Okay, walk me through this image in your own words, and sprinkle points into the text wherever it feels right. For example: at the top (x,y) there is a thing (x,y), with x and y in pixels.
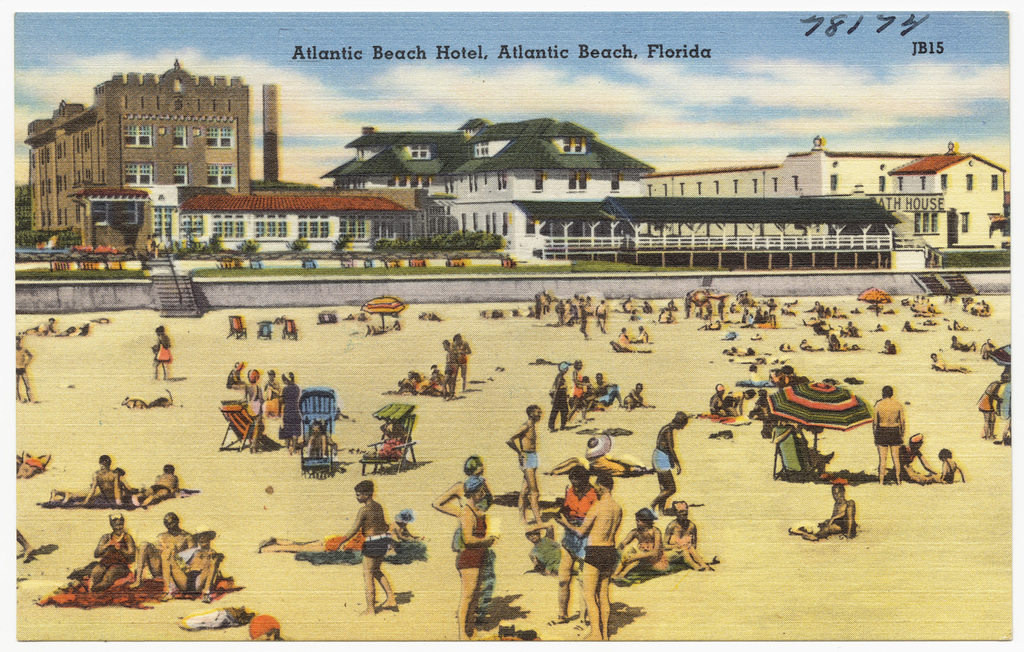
In this image at the bottom (577,532), there are many people (653,457), umbrellas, chairs (411,423), clothes (409,559). In the middle (342,222) there are houses (468,138), staircase (188,298), grass (573,264), plants (448,242), text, sky (684,139) and clouds (678,99).
